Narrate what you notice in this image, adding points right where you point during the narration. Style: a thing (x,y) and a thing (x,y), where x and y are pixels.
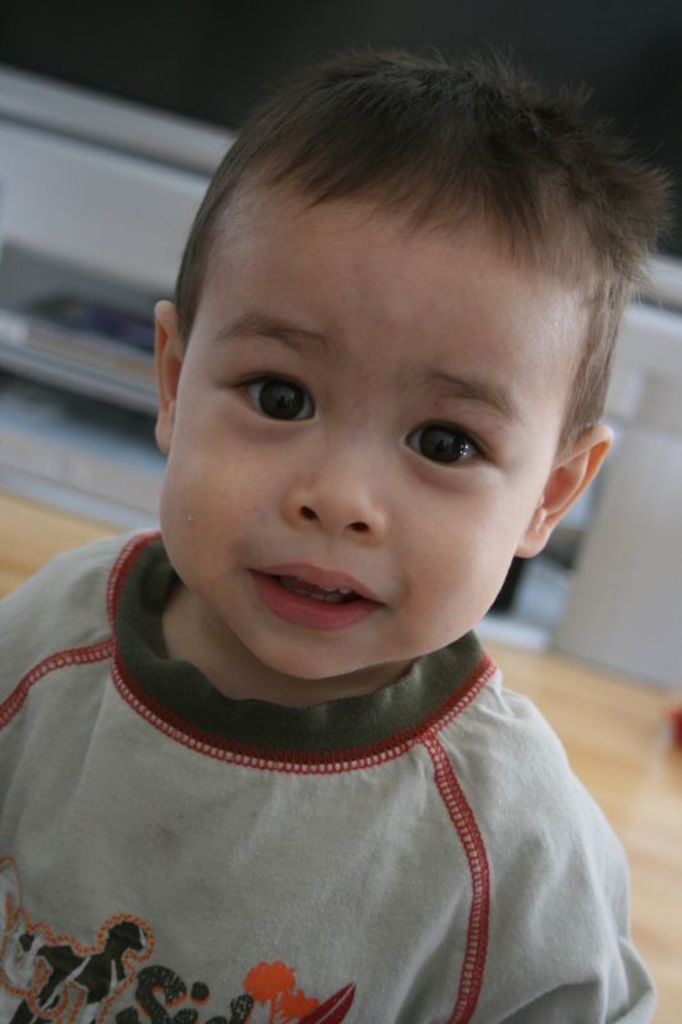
In this image I can see a boy (262,392) in the front (411,707) and I can see he is wearing grey colour t shirt (365,821).
